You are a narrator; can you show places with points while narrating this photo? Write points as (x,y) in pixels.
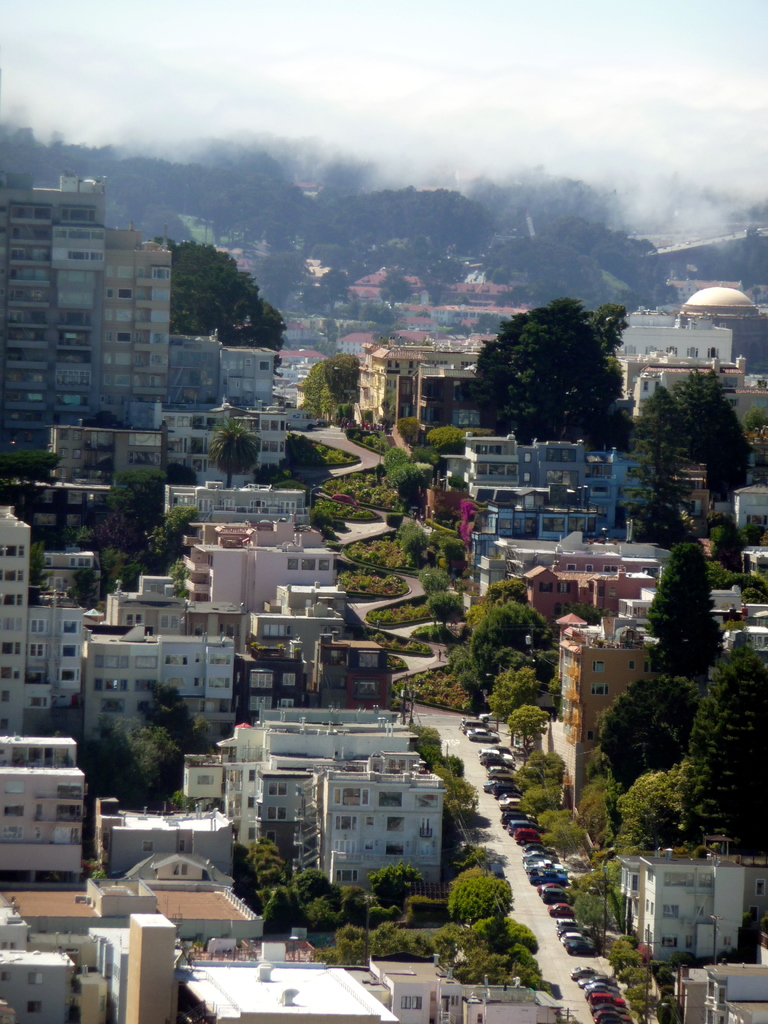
In this picture we can see buildings (595,504) and trees (638,518), on the right side (605,981) there are cars (480,720), grass (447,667) and plants (376,567), in the background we can see fog (677,229), there is the sky (378,11) at the top of the picture (542,169).
